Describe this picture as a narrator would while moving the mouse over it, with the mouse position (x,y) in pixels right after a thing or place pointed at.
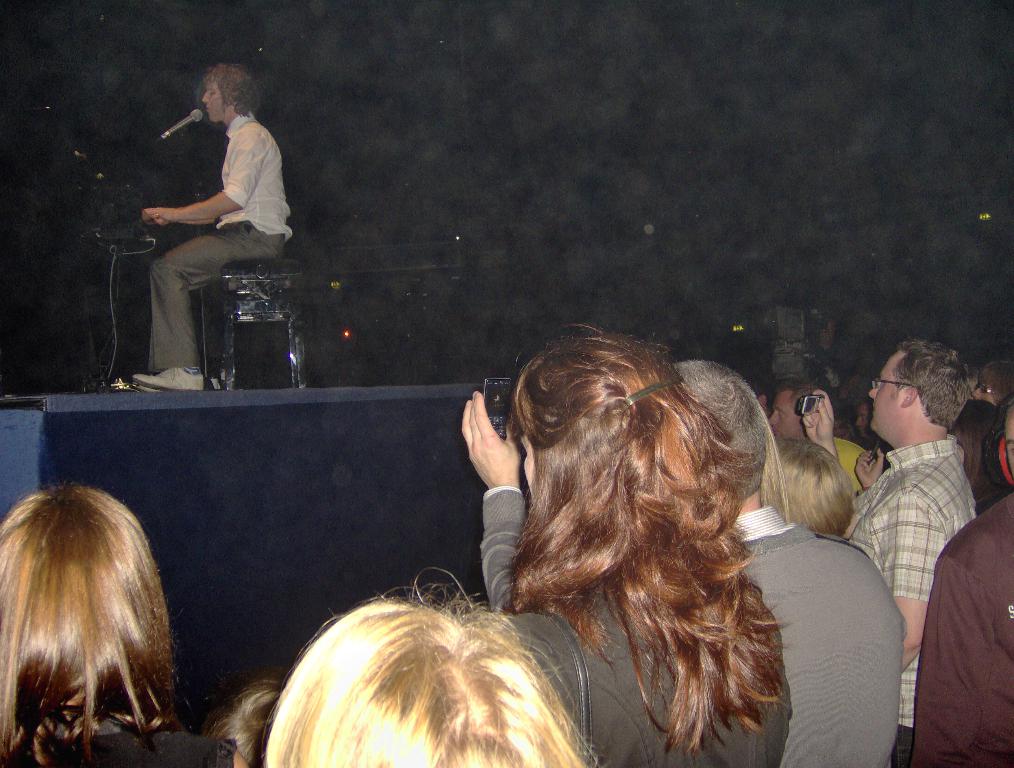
In the image in the center (419,452), we can see one stage (387,444). On the stage (242,448), we can see one person (249,255) sitting and holding some object (133,225). In front of him, there is a microphone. In the bottom of the image (570,522), we can see a few people (519,609) are standing and holding a mobile phone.
